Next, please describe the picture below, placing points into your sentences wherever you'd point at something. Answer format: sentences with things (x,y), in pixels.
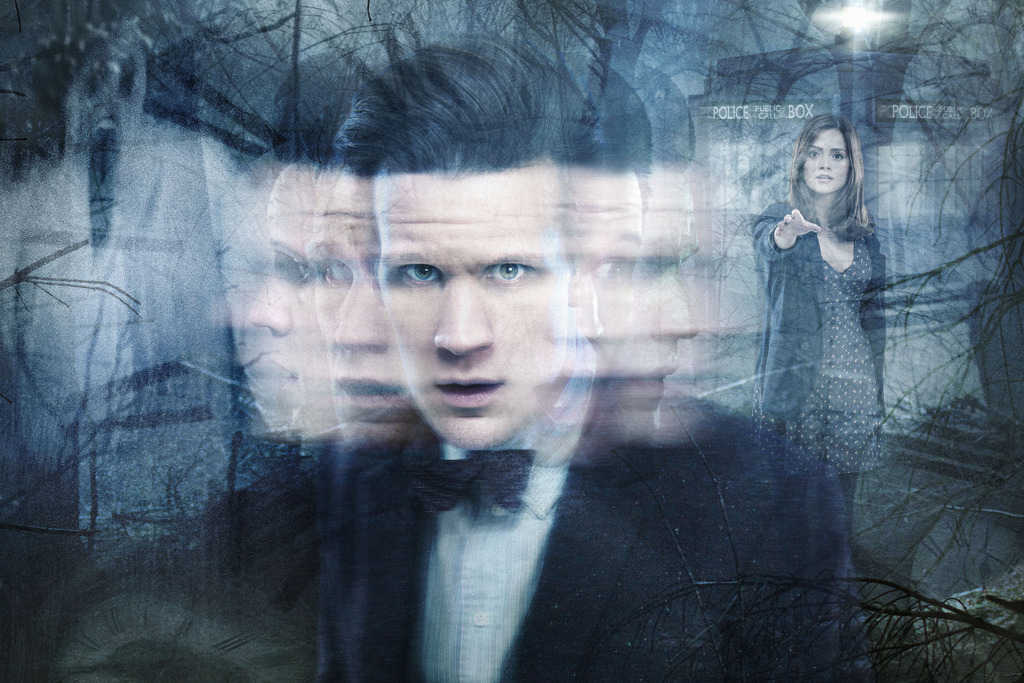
This image is look like a graphic. In the center of the image (412,319) a man (473,328) is standing. On the right side of the image (799,214) a lady (805,241) is standing. In the background (1011,119) we can see some trees (947,420) are there. On the right side of the image (946,183) a police box (853,48) is present. At the top of the image (868,27) a light (846,21) is there.
